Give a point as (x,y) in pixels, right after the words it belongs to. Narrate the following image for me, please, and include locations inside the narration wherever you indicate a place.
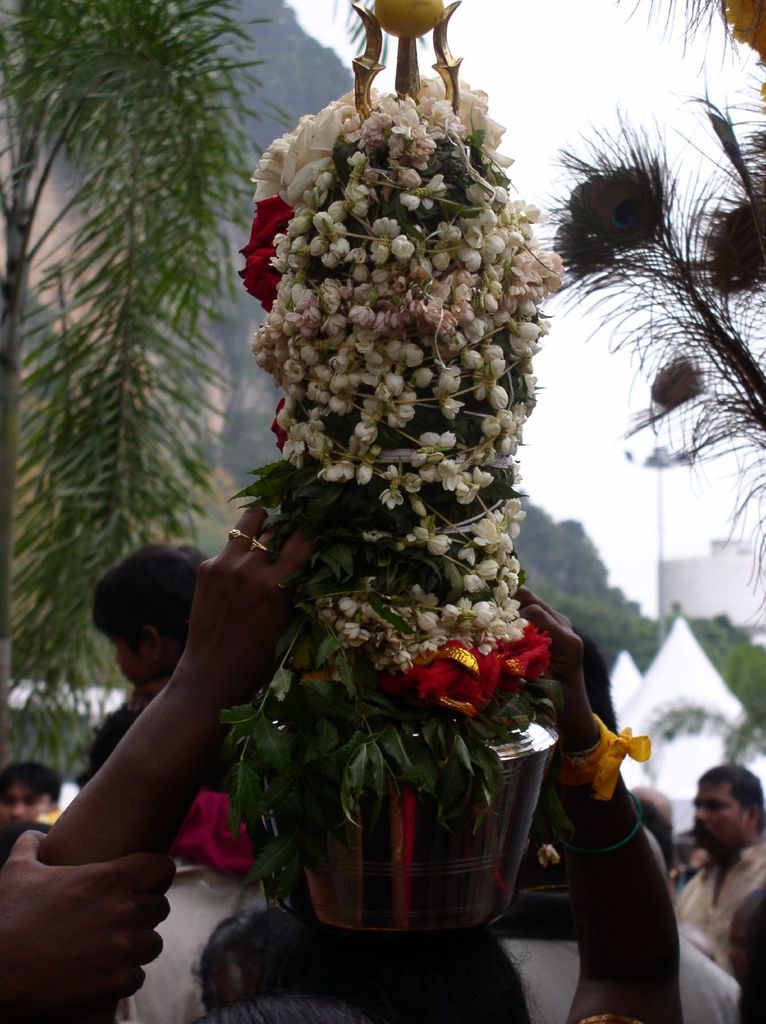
This image is taken outdoors. At the top of the image (547,52) there is the sky (576,330). In the background (581,583) there are a few trees (571,570). There is a pole (661,552) with a street light (661,464). On the left side of the image (24,459) there is a tree (50,403). On the right side of the image (658,242) there are a few peacock feathers (644,215). There is a house (687,599). In the middle of the image (268,622) a woman (358,934) is standing and she is holding a pot (399,881) with many flowers (396,317) on her head (433,971) and a few people (750,979) are standing on the ground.
